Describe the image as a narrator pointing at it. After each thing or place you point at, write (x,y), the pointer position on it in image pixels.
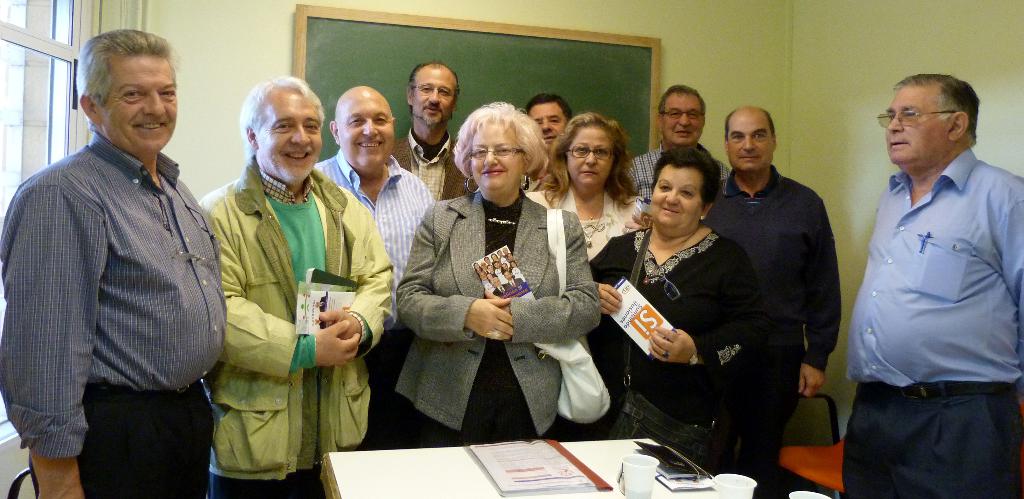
In this image we can see a few persons (238,292) are standing and smiling, in front of them there is a table (584,494). On the table (478,475) there is a file (565,476), cups (646,479) and book (670,475). On the right side (835,455) there is a chair (823,463). In the background (606,71) there is a board (621,69) attached to the wall (677,46).
